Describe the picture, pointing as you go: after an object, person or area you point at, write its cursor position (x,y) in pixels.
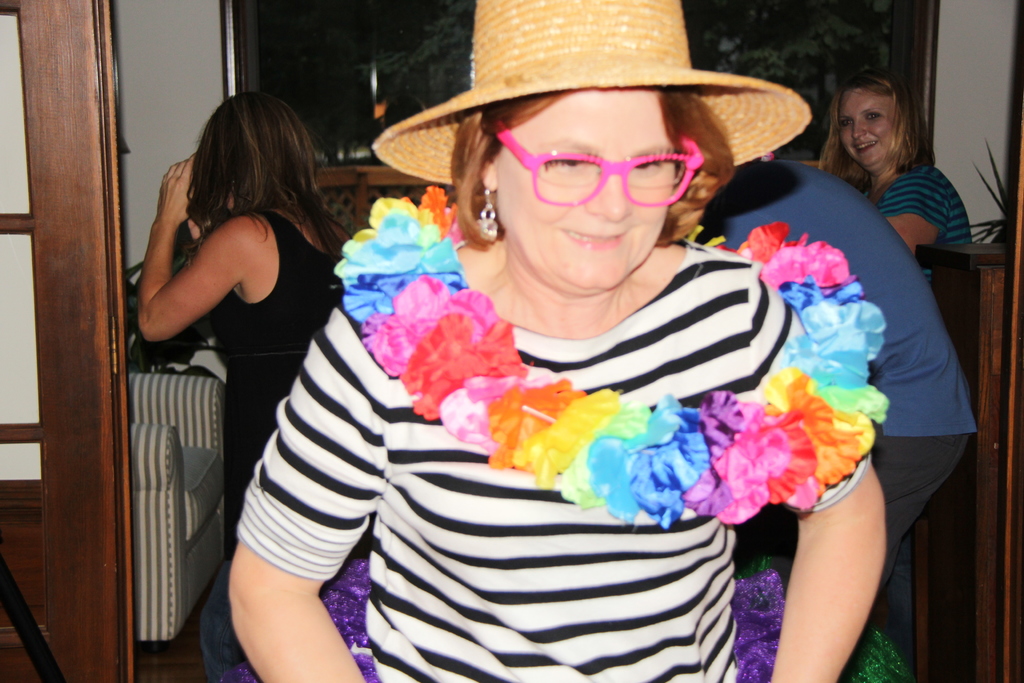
In this image in the foreground (615,363) there is one woman (588,547) who is wearing hat (488,54), and garland (734,449) and in the background (855,200) there are some people (297,192), chair (162,513), table (977,309), plant (991,193) and some objects (789,40). On the left side of the image (57,107) there is door (49,354), and some stick (9,570).
